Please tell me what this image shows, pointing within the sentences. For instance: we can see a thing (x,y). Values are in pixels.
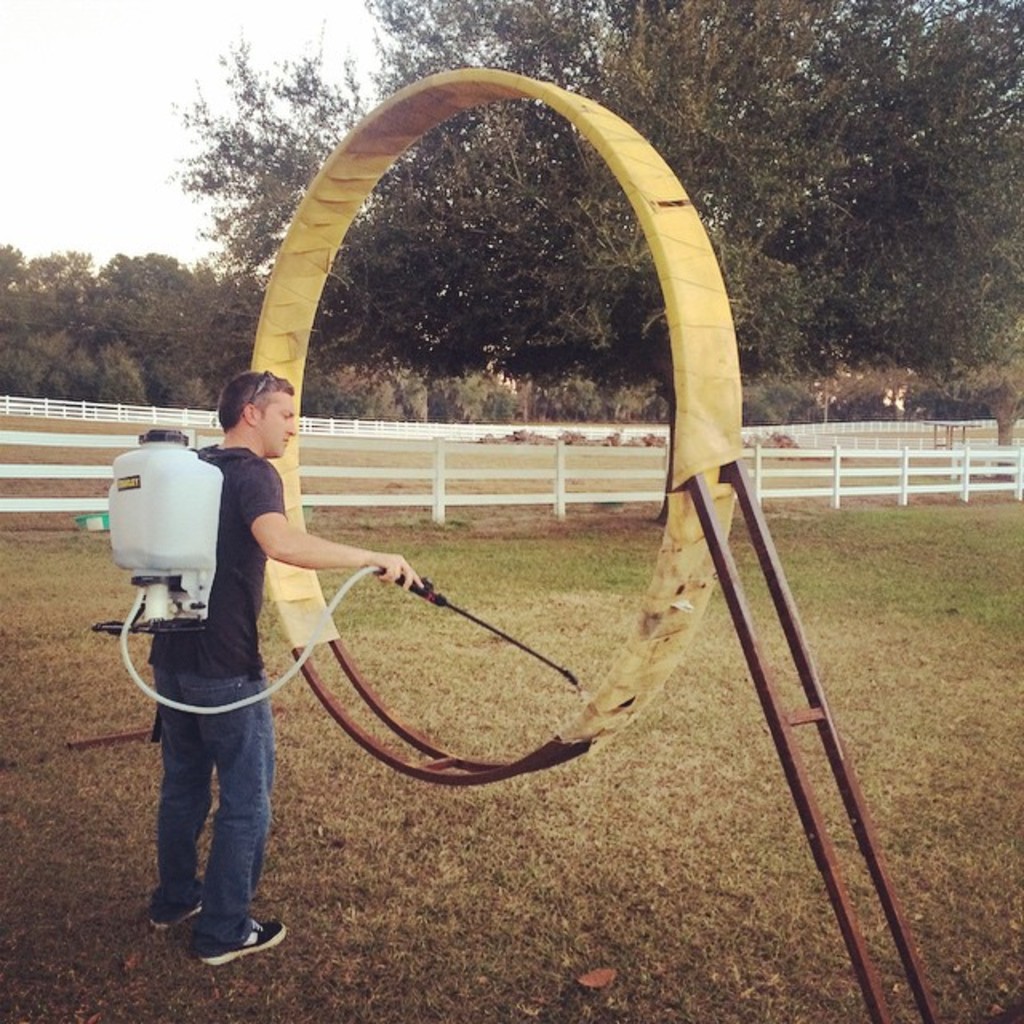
Here we can see a man (242,733) standing on the ground (276,650) and carrying a sprayer (176,539) on his shoulders (238,465) and holding a pipe (421,590) in his hand (415,575) and we can see a metal object (447,767) in a circle shape with a stand (733,618) on the ground (717,629). In the background (88,361) we can see fence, trees (88,361) and sky (13,220).
